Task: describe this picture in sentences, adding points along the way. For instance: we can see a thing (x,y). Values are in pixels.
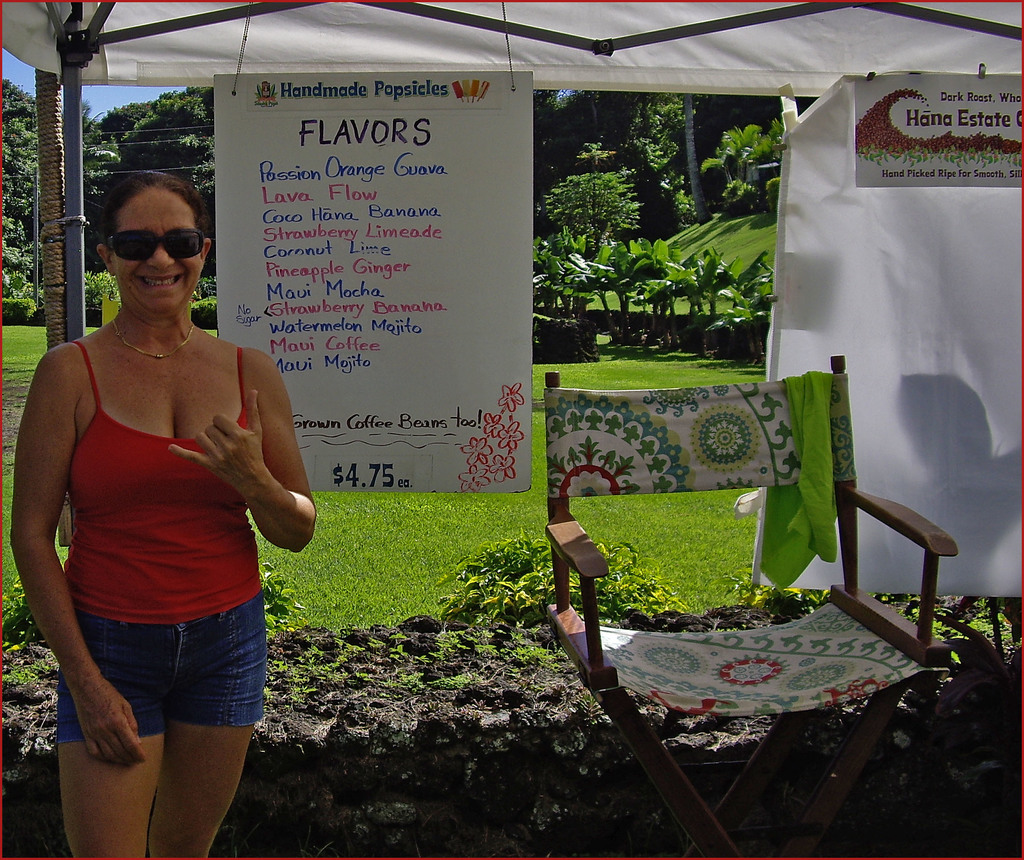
In this picture we can observe a woman (101,540) wearing a red color and blue color dress (134,580). She is wearing spectacles (175,248) and she is smiling. On the right side (714,696) there is a chair (570,448). We can observe a white color board (293,186) hanging to the ceiling (317,41). We can observe a white color fabric roof (886,32). There is some grass (443,545) on the ground (403,550). In the background (675,279) there are plants (682,276) and trees (556,185).
